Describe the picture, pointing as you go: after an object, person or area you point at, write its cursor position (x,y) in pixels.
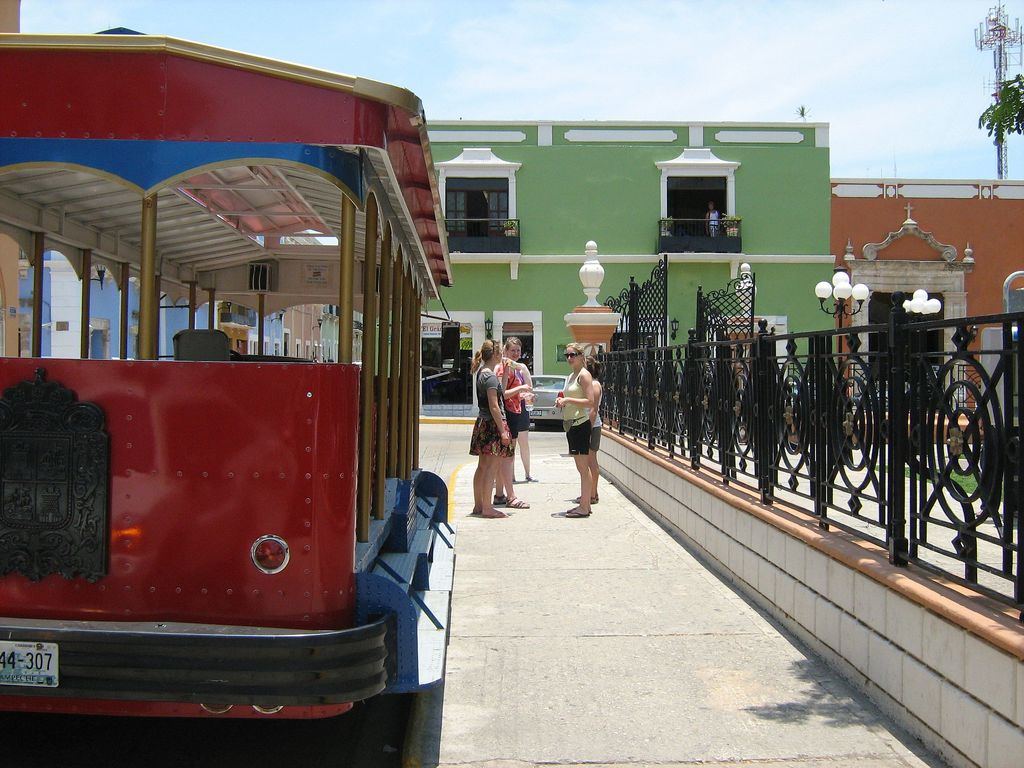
In this picture we can see a few people (503,436) standing on the path (561,530). There is a vehicle (415,404) on the left side (280,539). A railing (1009,431) is visible on the right side (894,512). We can see some street lights (823,299), buildings (549,250), tree (1001,102) and a tower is visible in the background (765,244). Sky (252,44) is blue in color.
